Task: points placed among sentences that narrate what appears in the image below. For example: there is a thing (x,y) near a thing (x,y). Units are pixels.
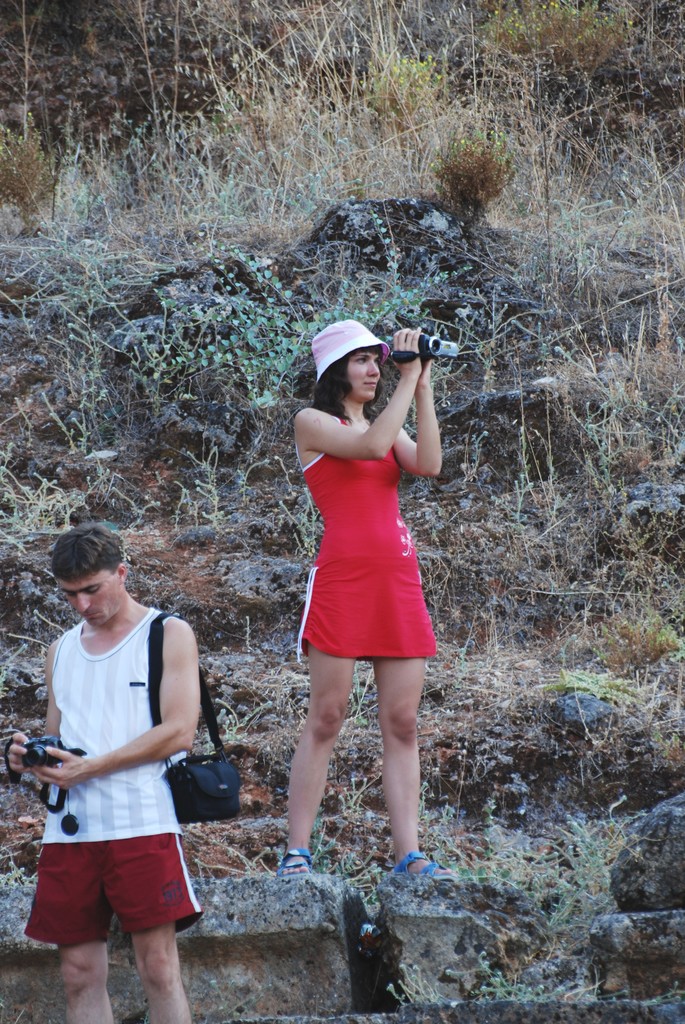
In this image we can see two persons (118,778) holding cameras (434,345) and in the background (394,372) there are few plants (345,190) and stones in the background (328,232).
